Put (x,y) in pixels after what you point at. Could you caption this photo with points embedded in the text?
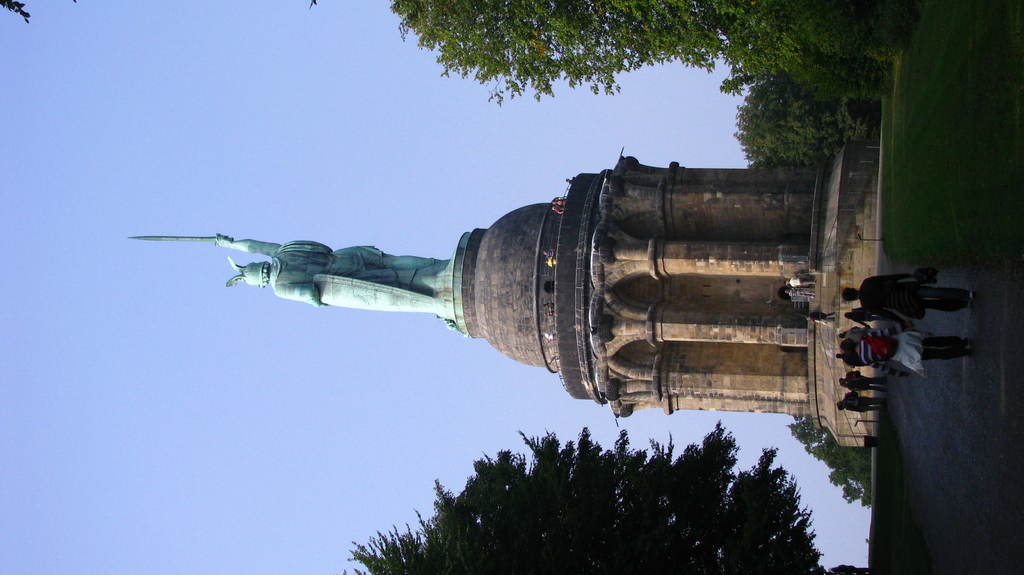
In this image at the center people (954,349) are walking on the road (890,408). In front of them there is a statue (713,258). On both right and left side of the image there are trees (584,534). There is grass (895,178) on the surface (902,164). At the top of the image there is sky (151,453).
